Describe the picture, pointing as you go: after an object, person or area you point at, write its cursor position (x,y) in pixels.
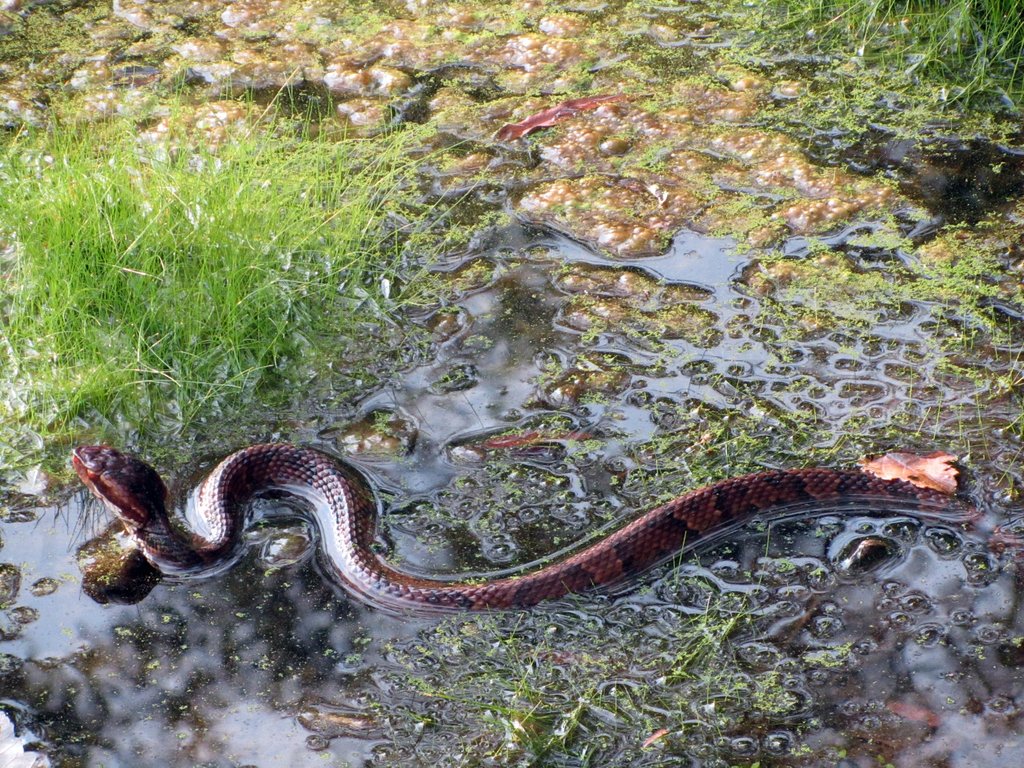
In this picture I can see there is a snake (528,594) and it is in maroon color. I can see there is grass (59,460) and water (706,388) on the floor (177,696).
